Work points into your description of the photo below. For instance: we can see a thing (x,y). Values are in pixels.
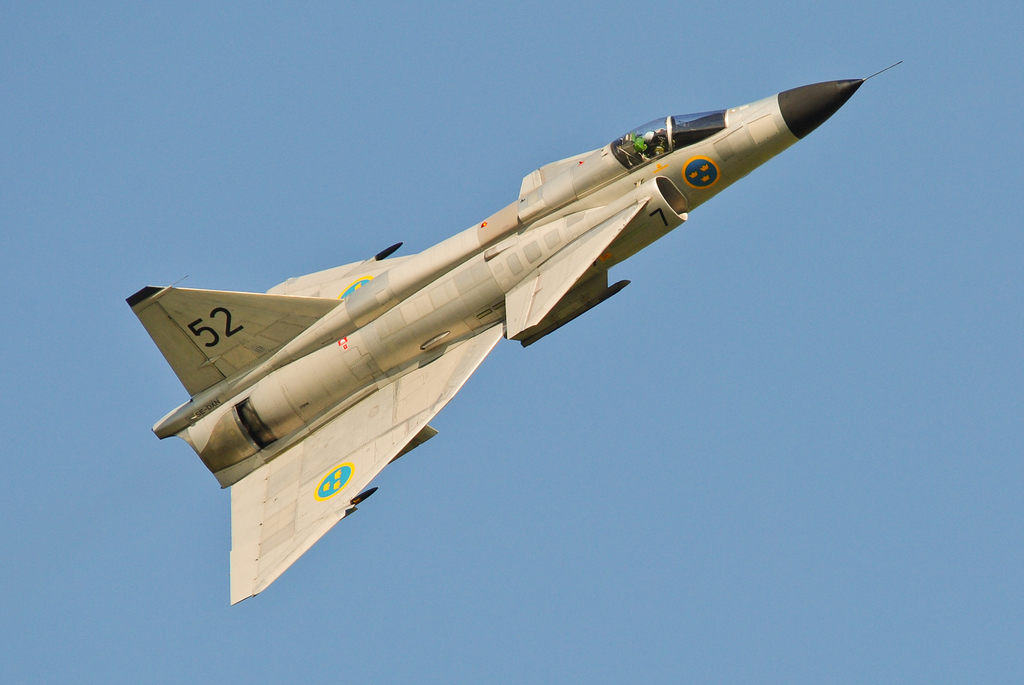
In this picture, there is a jet plane (513,293) flying in the sky (902,85) towards the right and there is a person (650,154) riding it. In the background (469,180), there is a sky (535,436).
